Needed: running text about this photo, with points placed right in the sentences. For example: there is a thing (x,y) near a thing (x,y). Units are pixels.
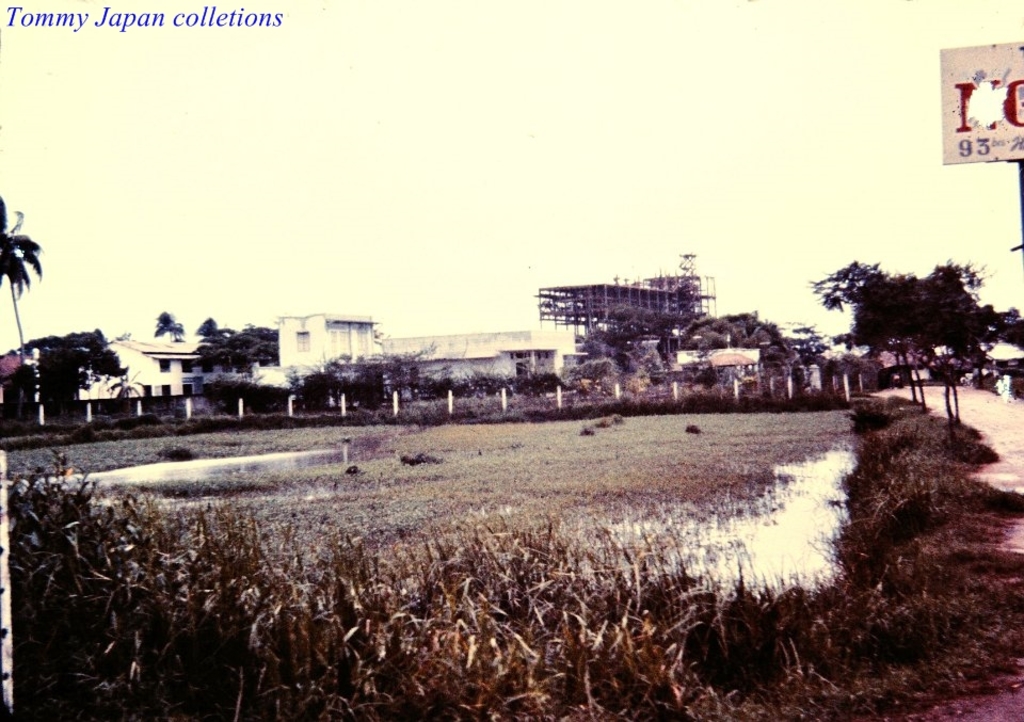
In the picture I can see the water (695,554), the grass (582,550), trees (400,388), buildings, poles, a board (964,136) and the sky (144,39). On the top left corner of the image (58,20) I can see a watermark (41,21).
